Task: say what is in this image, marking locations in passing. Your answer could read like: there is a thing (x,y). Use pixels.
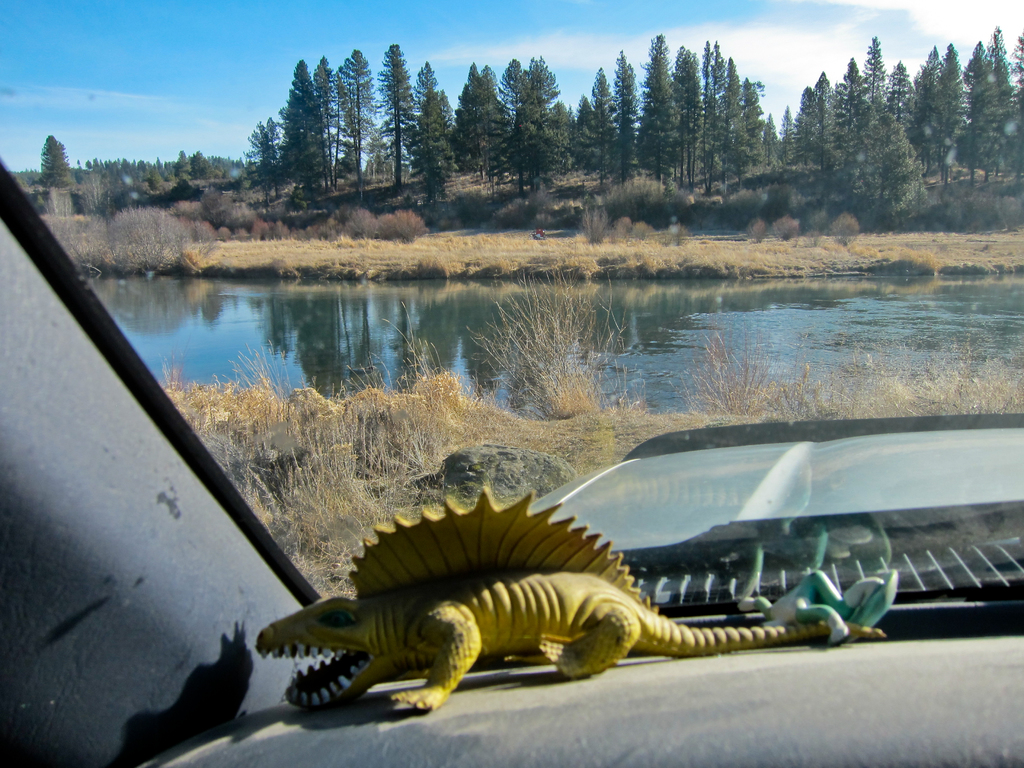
In this picture we can see the inside view of a vehicle (569,681). In the vehicle (481,665), there are toys (506,608) and a transparent glass (505,469). Behind the glass (616,434), there are plants (258,411), water (334,360), trees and the sky (132,98).
